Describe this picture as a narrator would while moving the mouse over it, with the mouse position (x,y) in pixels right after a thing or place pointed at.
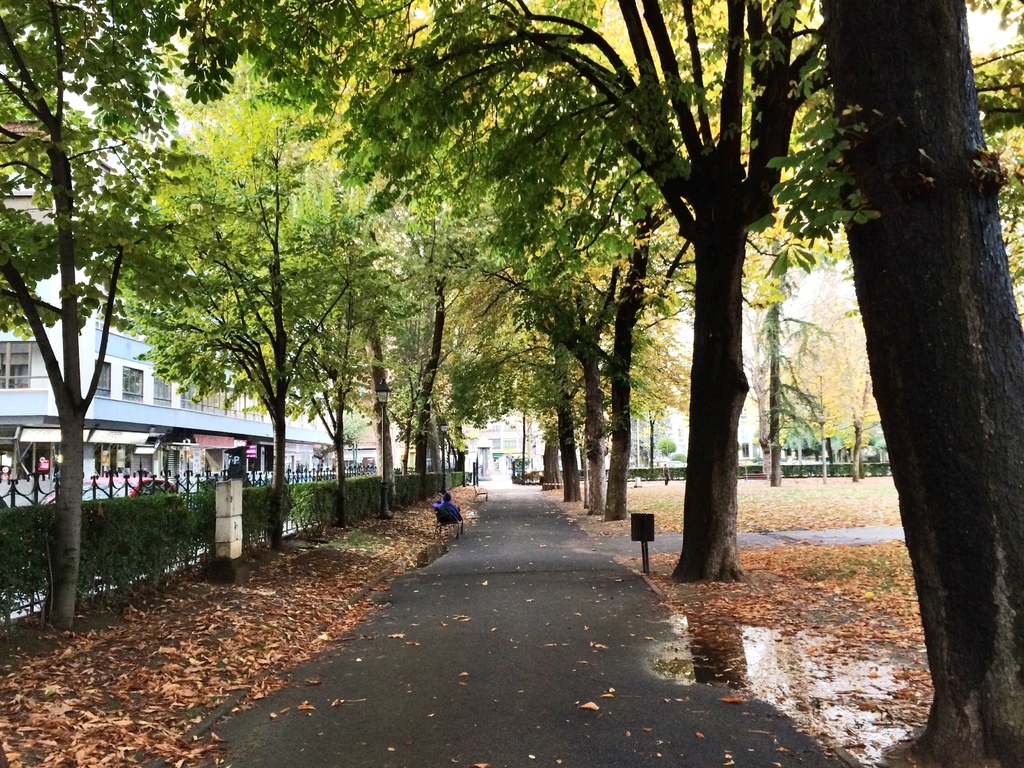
In this image, we can see so many trees (1003,410), plants (29,559), grills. Background (156,423) we can see building (24,401). At the bottom (526,656), we can see a walkway (540,616). Here a person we can see and dry leaves (165,745).
